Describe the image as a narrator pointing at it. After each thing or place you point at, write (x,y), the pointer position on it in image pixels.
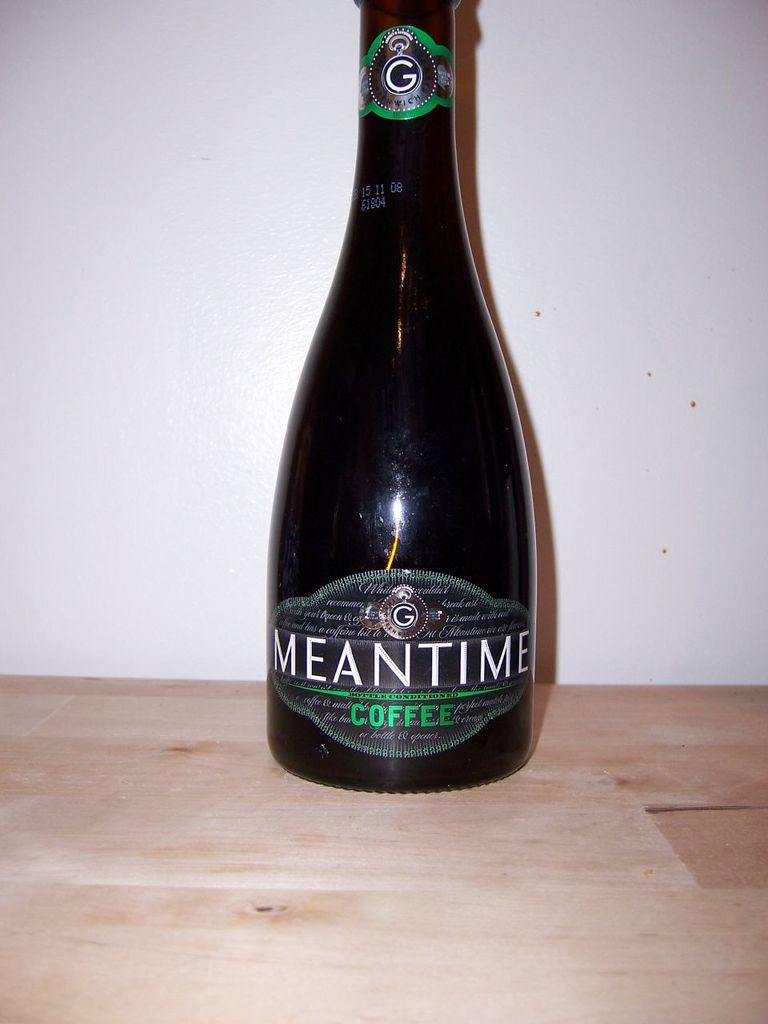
In this image I can see the wine bottle (314,773) on the brown color surface (314,916). On the bottle (397,636) I can see the name mean time (335,671) is written. In the back (159,454) there is a white wall (93,375).
